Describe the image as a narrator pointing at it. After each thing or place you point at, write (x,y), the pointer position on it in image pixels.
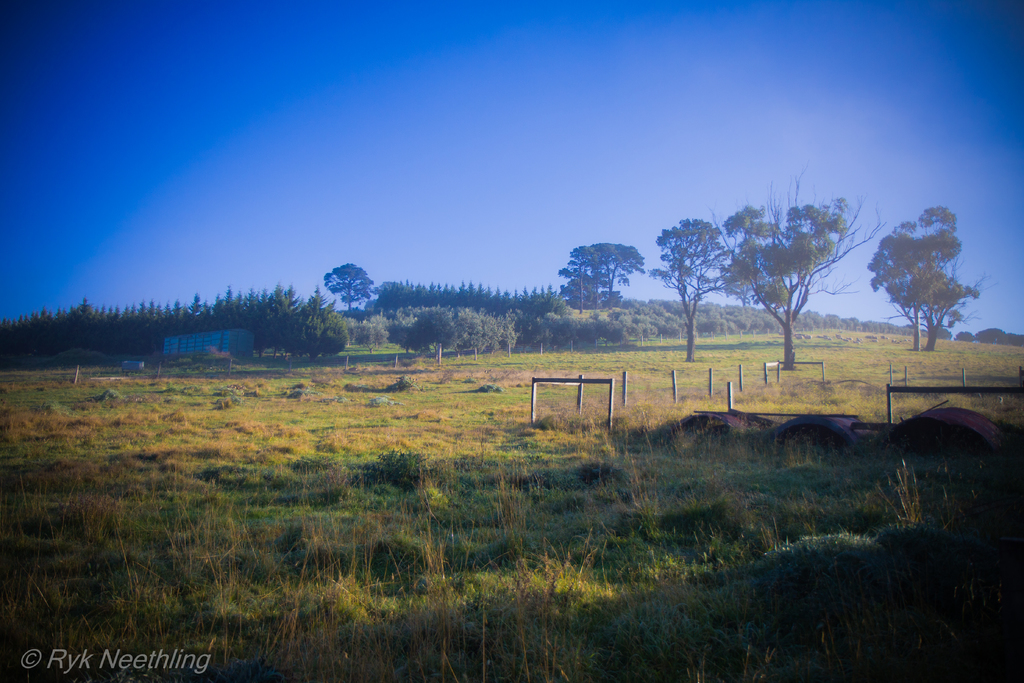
In this picture I can see there is some grass (234,484), plants (494,520). There are few trees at right (760,273) and left of the image (318,315), there is a water mark (167,662) at the bottom left of the image (136,662) and the sky (466,224) is clear.
